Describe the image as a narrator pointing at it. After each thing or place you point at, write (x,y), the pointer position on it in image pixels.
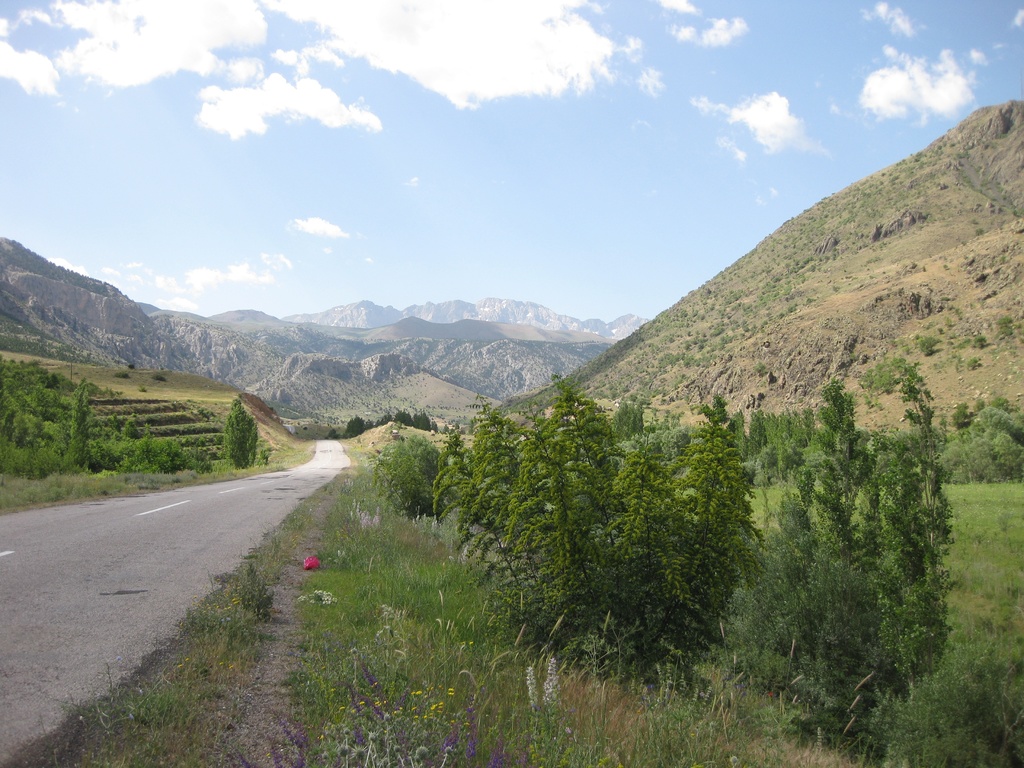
In this image we can see a group of trees (543,495), road (217,539), hill (687,338), mountains (483,351) and in the background (464,118), we can see the cloudy sky (554,123).
